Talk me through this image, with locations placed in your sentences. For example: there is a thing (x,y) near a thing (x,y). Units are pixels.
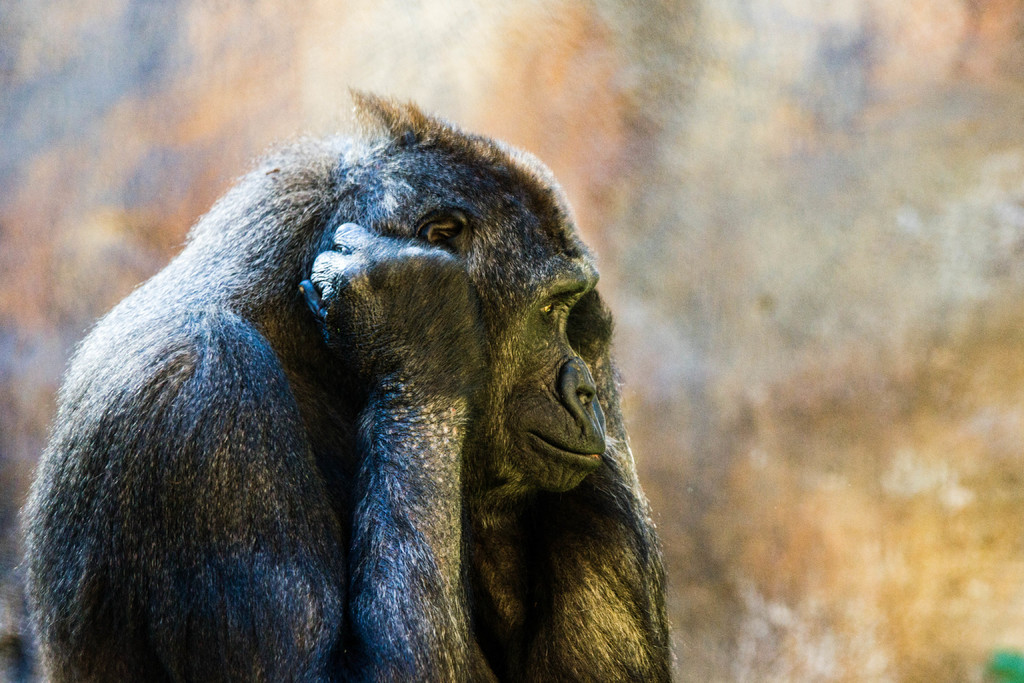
On the left side (106,421) there is a gorilla (361,412). In the background (652,357) it is blurred.
